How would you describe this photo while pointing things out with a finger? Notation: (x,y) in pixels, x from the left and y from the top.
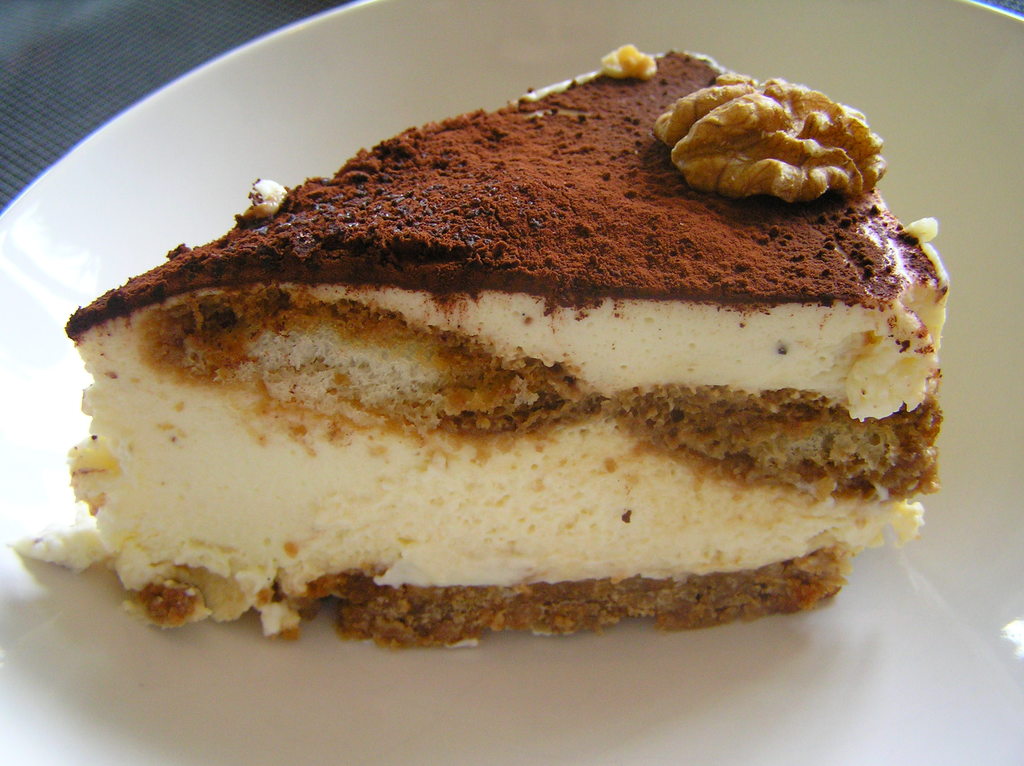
In this image we can see the food items (527,269) such as cake (381,334) on the plate (776,41).
